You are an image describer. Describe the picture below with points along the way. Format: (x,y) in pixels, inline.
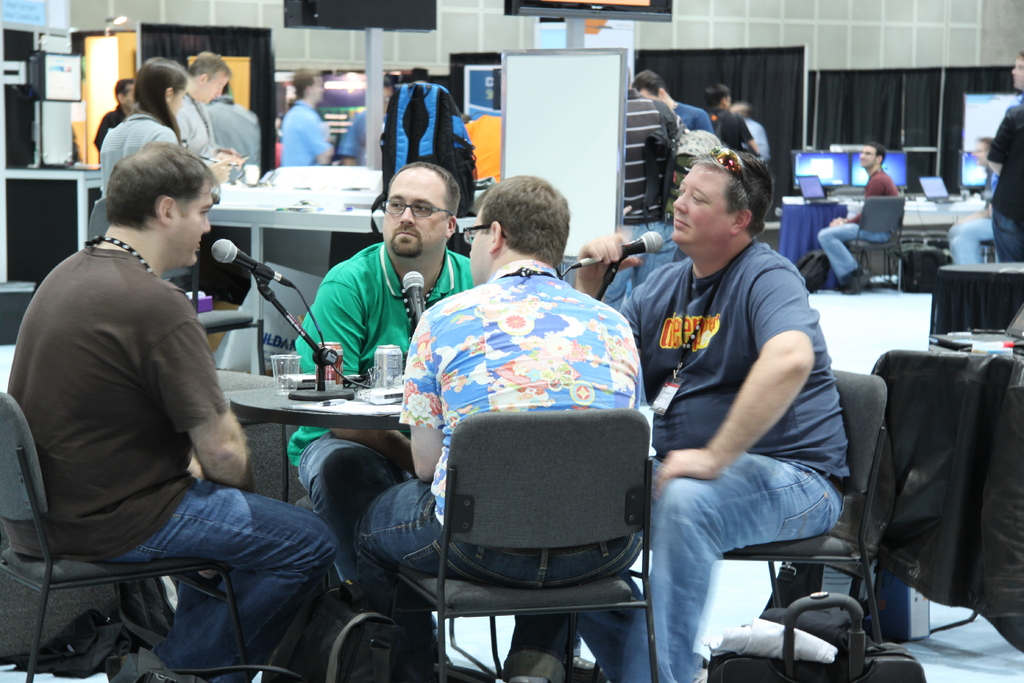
In this image I can see the group of people (200,118). Few people (164,220) are sitting on the chairs (569,515) and few people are standing. There is a table (252,420) in-front of few people (172,422). On the table (277,422) I can see the mics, glass (283,378) and the tins (330,369). In the background (449,94) I can see the bags (418,117) and I can see the screens (823,183) and laptops (940,179) on the table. I can also see the black color curtain (781,191) in the back (694,75). To the left (10,96) I can see some boards (57,92).
